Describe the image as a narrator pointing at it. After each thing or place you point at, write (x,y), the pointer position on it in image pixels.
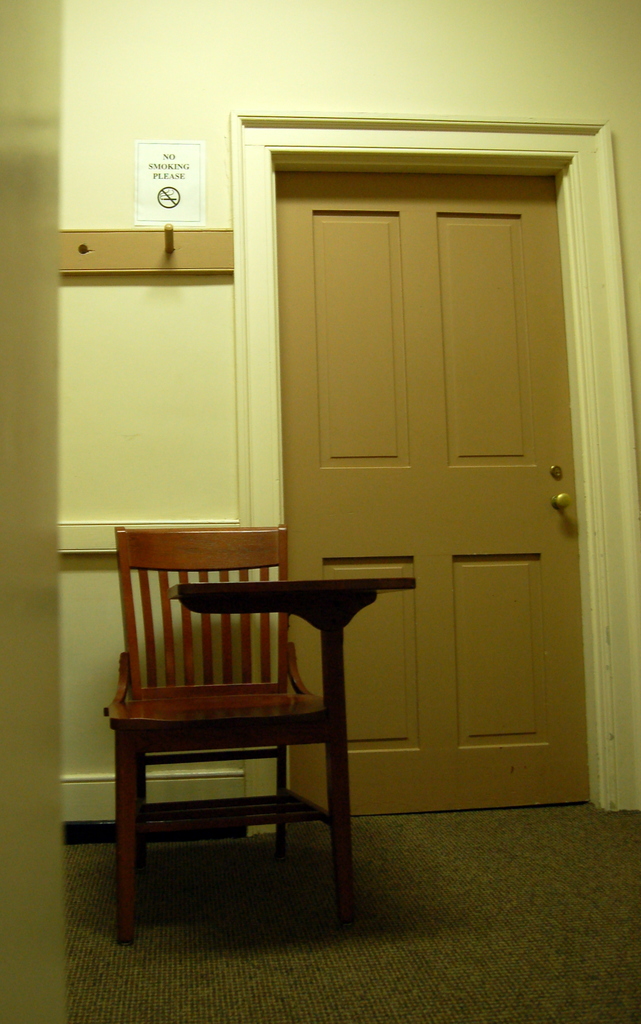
In this image we can see a chair (174,679) with armrest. In the back (365,431) there is a door (365,416). Also there is a wall (138,227) with paper (170,177). On the paper (164,172) there is text (170,170) and sign (170,198).
